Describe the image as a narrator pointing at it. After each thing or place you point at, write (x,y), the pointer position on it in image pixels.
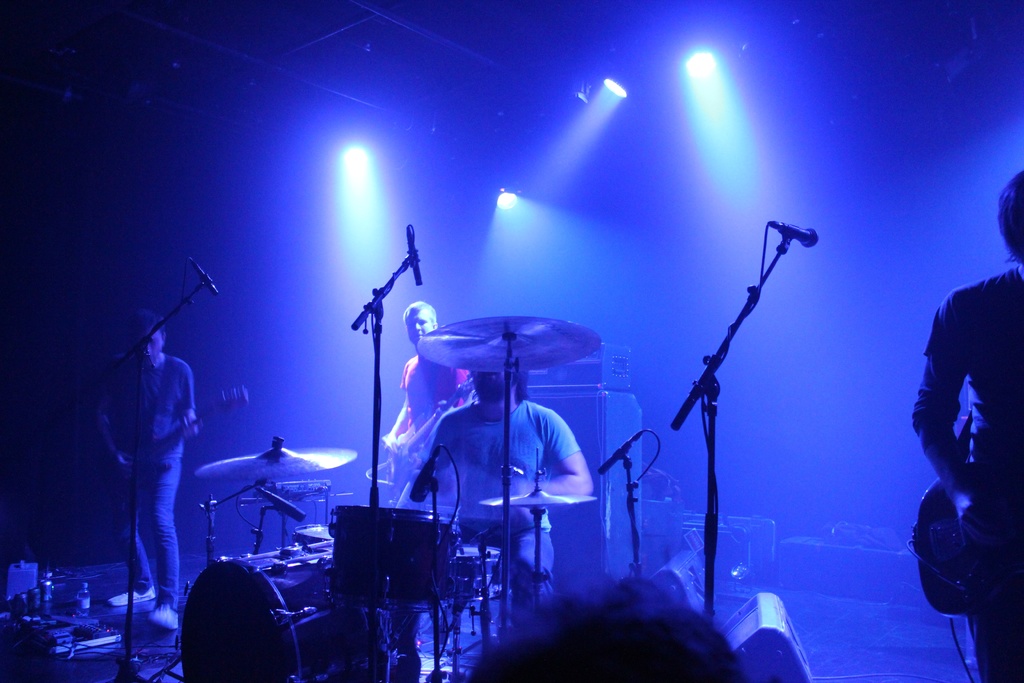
In this image there are group of people (475,454) three of them are playing guitars (460,405), and one person (457,491) is playing drums (256,666). And also there are some drums (344,595), mikes (432,568), bottles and some music systems (41,647). And at the top (958,61) there are some lights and there is dark background (102,39).
